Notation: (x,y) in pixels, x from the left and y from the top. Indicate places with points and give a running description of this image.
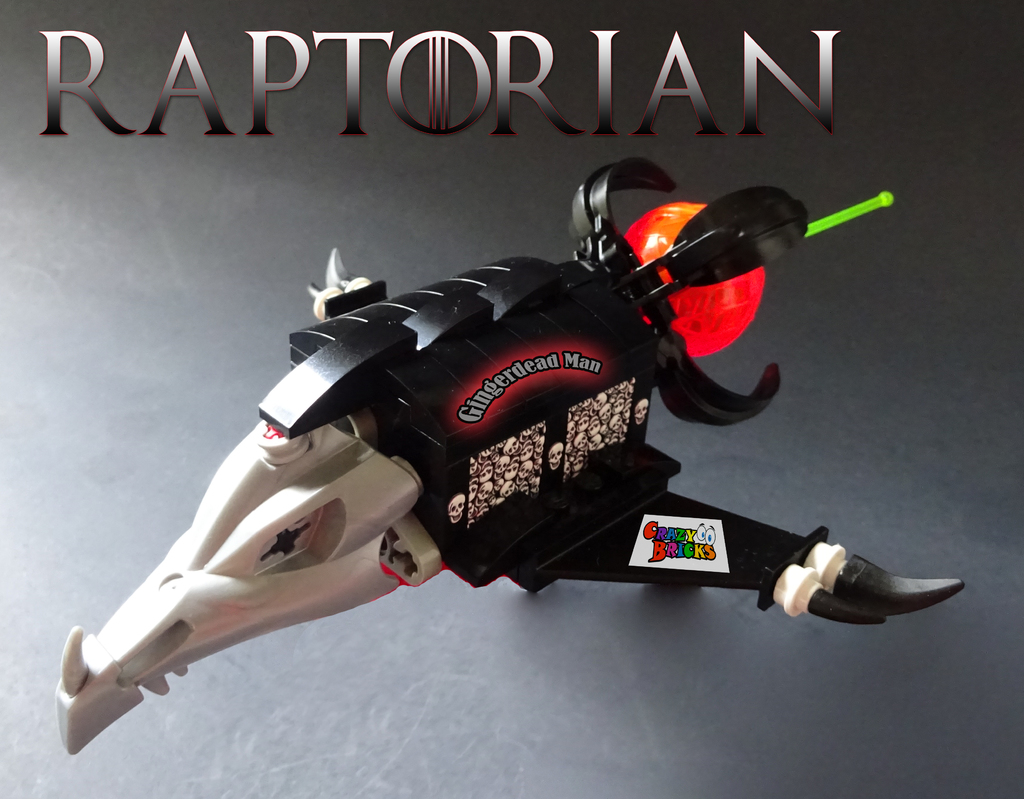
It is the poster (957,454) in which there is a toy (418,431).
